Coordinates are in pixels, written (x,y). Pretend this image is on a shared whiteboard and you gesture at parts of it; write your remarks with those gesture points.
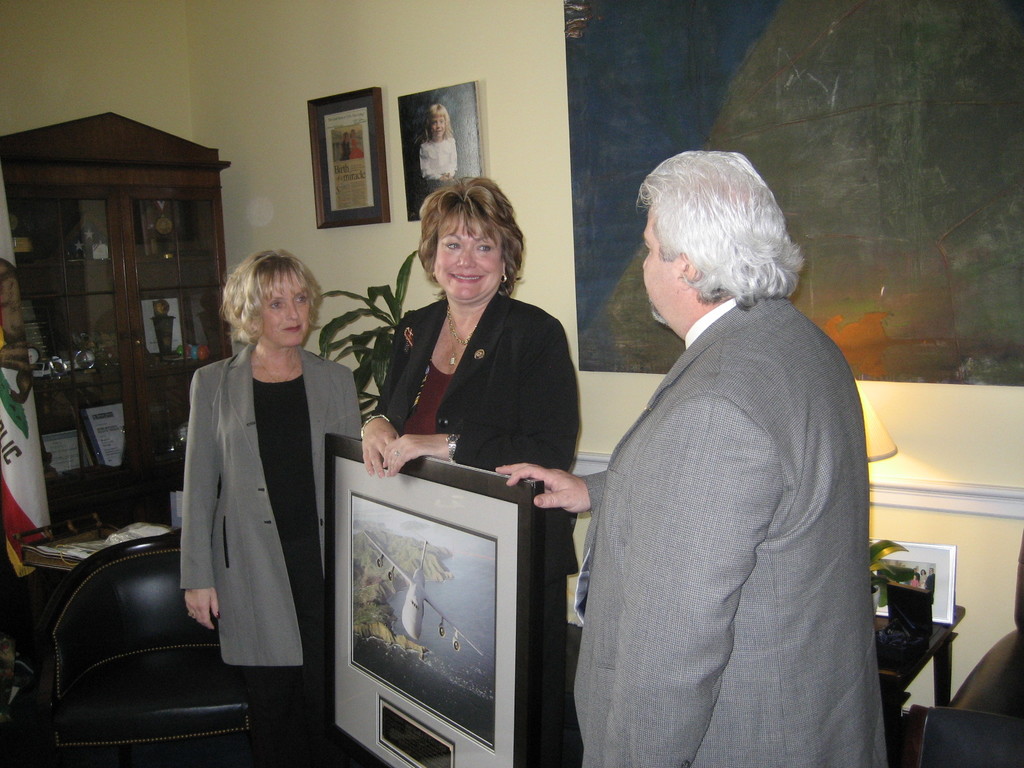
In this image we can see some people (762,608) standing. One man (754,557) and a woman (536,420) are holding a frame (505,734) in their hands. On the right side of the image (903,561) we can see a lamp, photo frame (921,570) placed on the table (887,672). On the left side of the image (21,498) we can see some objects (96,410) placed in cupboards (62,428), a plant (380,349), flag (20,549) and a chair (59,650) placed on the ground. In the background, we can see some photo frames (403,146) on the wall (239,42).
